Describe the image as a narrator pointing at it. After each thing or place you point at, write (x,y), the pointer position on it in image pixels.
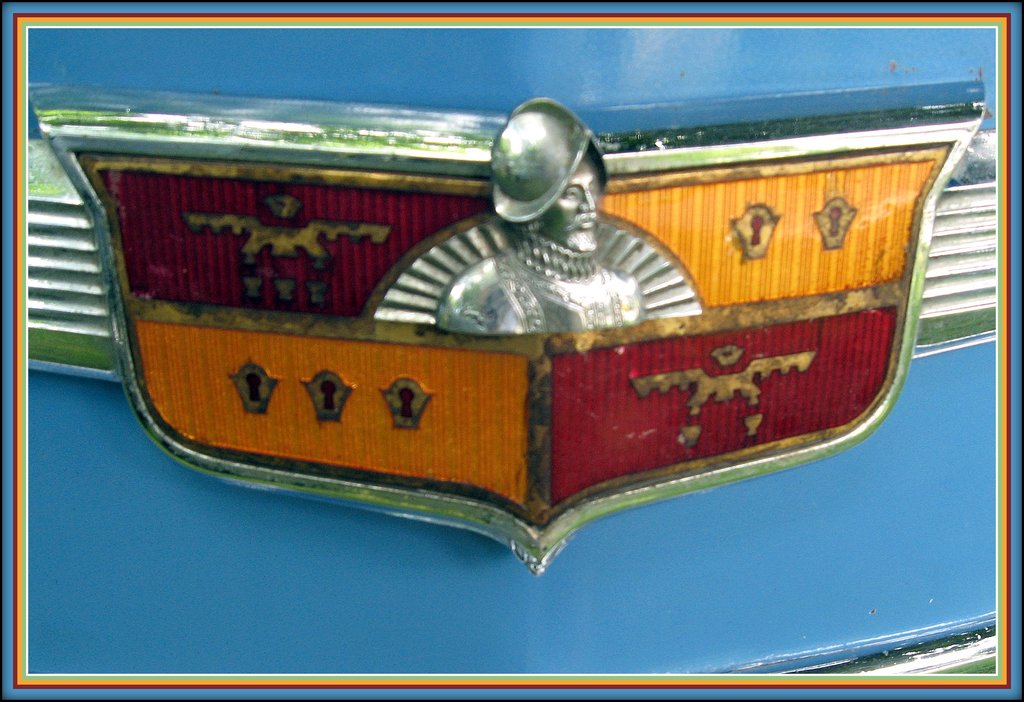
In this image I can see a blue colored object (315,574) to which I can see a badge (349,170) which is red, orange, yellow and silver in color. I can see a statue (554,266) of a person (552,207) wearing helmet (535,159) to the badge (471,159).
